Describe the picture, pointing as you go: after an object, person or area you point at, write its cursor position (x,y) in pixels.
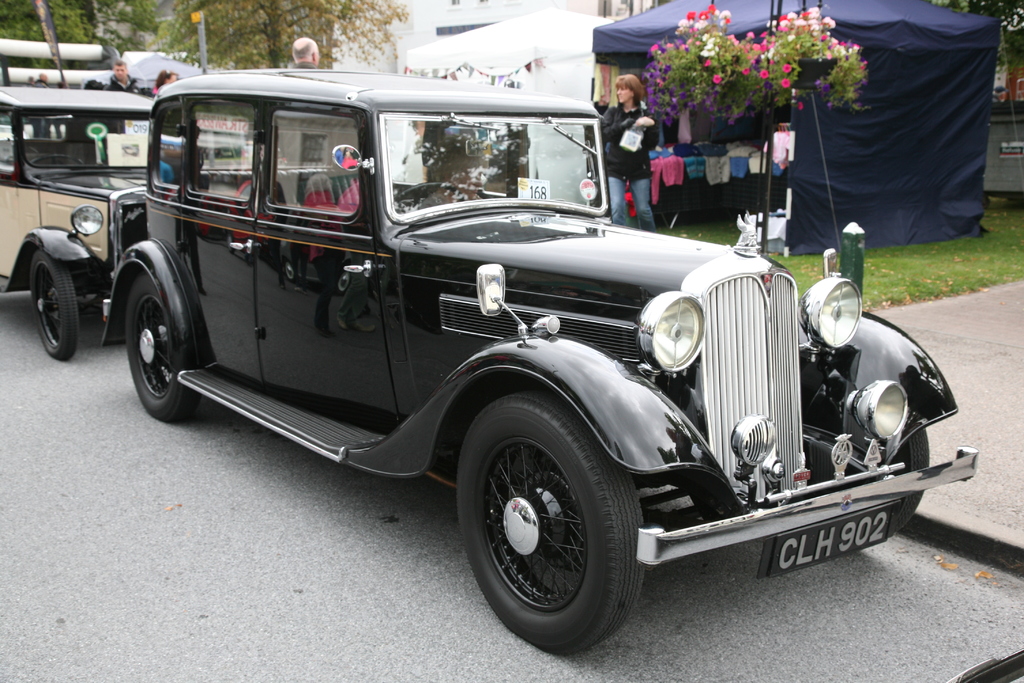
In the picture I can see some cars (81,263) which are parked on road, in the foreground of the picture (243,249) there is a car (258,220) which is black in color and in the background of the picture (426,58) there are some persons (619,89) standing, there are some trees (279,36), stores (448,58).
